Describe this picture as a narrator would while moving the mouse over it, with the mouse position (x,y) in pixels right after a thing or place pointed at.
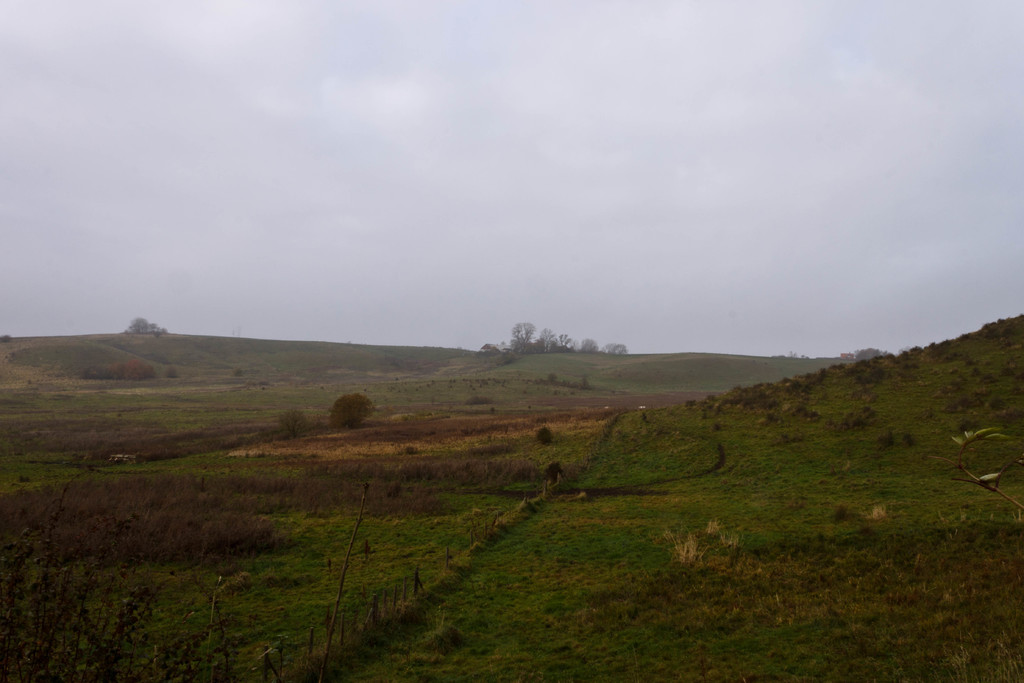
In this image we can see a group of plants (352,543), grass (616,570), some trees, some wooden poles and the sky (643,268) which looks cloudy.
